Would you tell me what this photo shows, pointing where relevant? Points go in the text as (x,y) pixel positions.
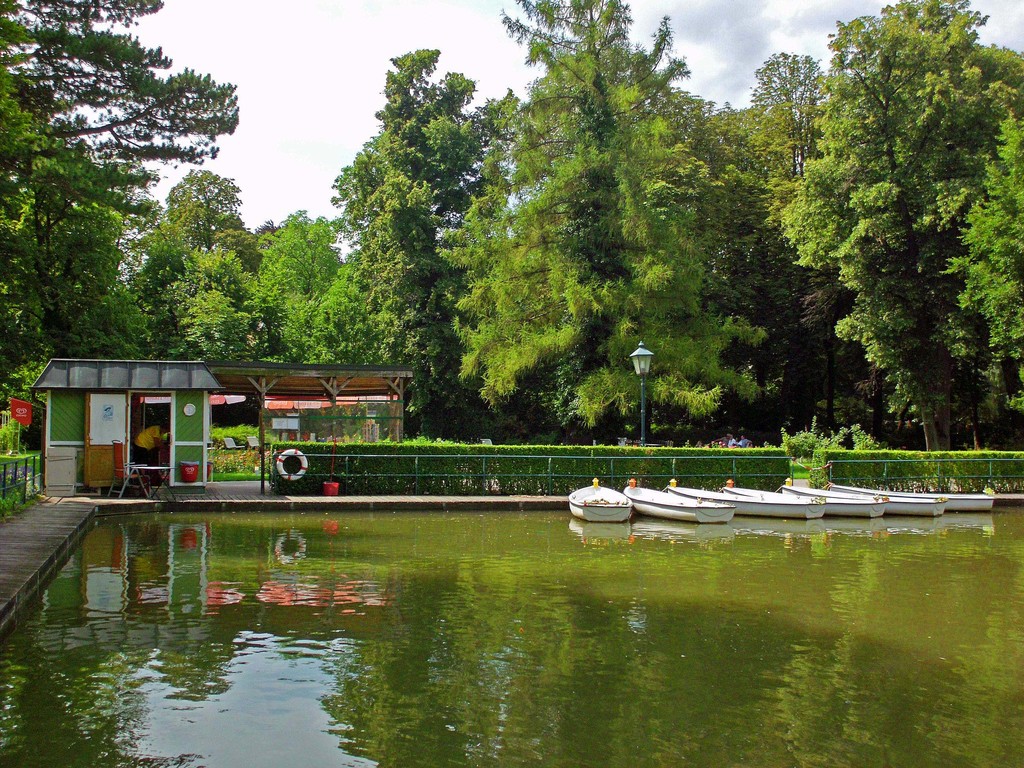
In this image we can see boats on the water (164,707), fence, plants (361,482), swimming ring (303,472) on the fence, objects (129,472) on the platform (204,496), person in a room (185,455), door (103,451), trees (322,354), plants (481,409) and sky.
